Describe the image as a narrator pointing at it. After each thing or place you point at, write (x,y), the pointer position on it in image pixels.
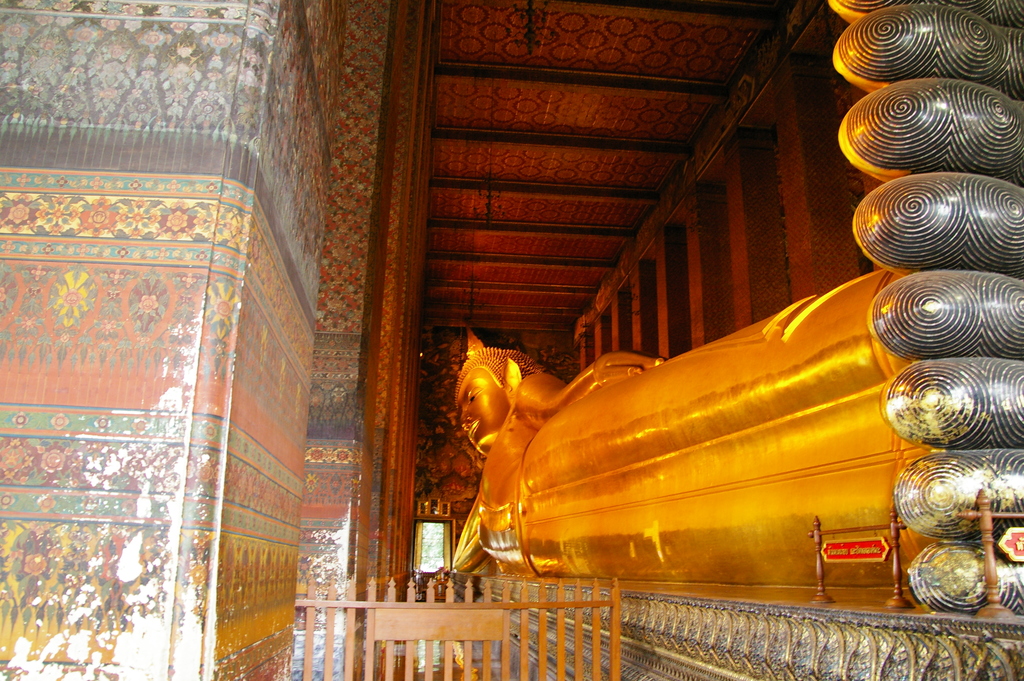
In the picture I can see the Buddha statue (908,409) lying on the right side of the image (768,535), I can see boards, fence (350,674), different patterns of wall (184,376) on the left side of the image (154,391) and the ceiling (456,245) in the background (540,317).
